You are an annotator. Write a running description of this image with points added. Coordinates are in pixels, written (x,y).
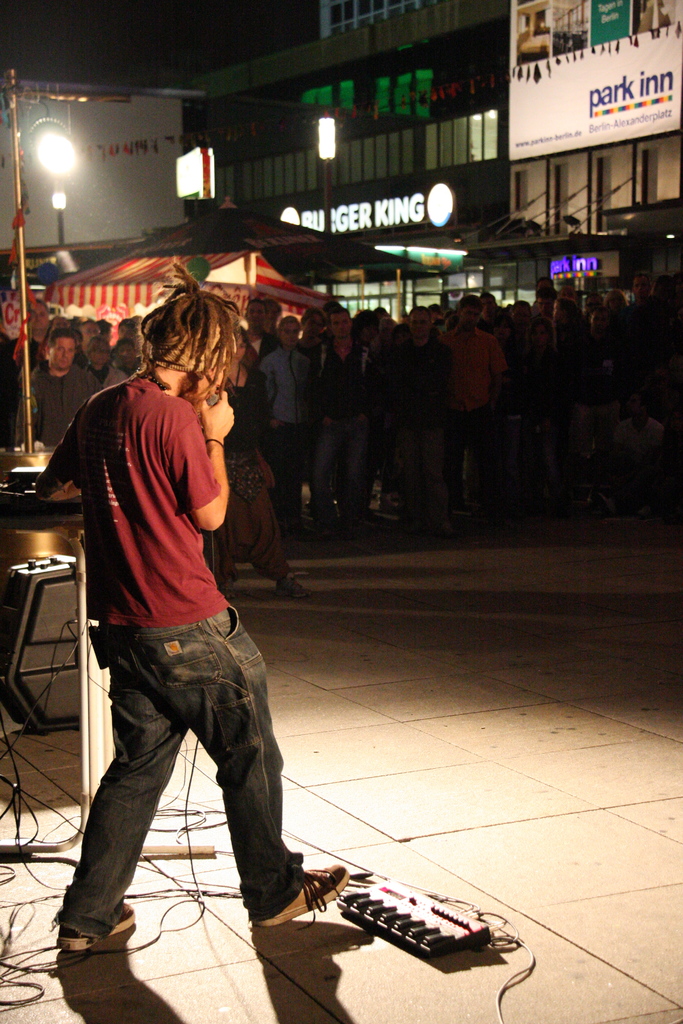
This is the picture of a road (419,1019). In the foreground (187,596) there is a person (124,817) standing. At the back (127,325) there are group of people (333,466) standing and there are buildings (371,212) and lights (40,129) on the poles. There is a device (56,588) on the table (86,724). At the bottom (142,908) there is a device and there are wires (34,952).
